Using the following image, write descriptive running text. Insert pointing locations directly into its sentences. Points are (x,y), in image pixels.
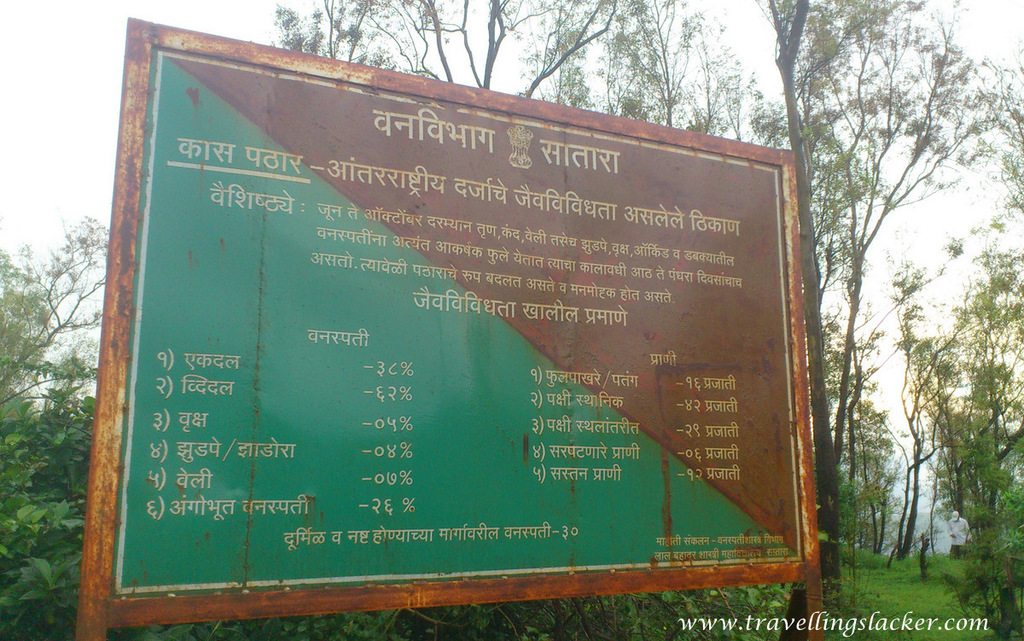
We can see board (589,371) with some information (674,223). In the background (50,532) we can see trees (843,533), grass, person (963,525) and sky (111,112). In the bottom right side of the image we can see text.
